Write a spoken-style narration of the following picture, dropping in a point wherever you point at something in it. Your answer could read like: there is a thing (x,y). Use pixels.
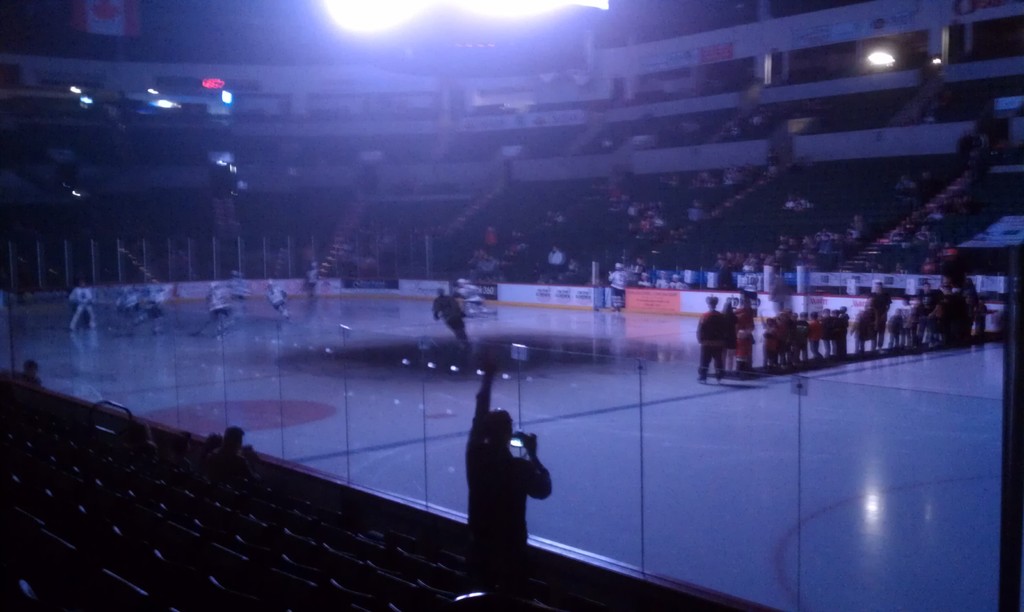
In the foreground of this image (518,497), there is a man (516,487) standing holding an object (513,444) and we can also see few people (227,476) sitting on the chairs (142,531). In the middle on the ice (474,352), there are few people (130,309) playing ice hockey and few are watching it. In the background (864,241), there are people (910,230) sitting on the chairs (886,259) in the stadium (772,124). At the top (494,5), there is a light (603,3).
